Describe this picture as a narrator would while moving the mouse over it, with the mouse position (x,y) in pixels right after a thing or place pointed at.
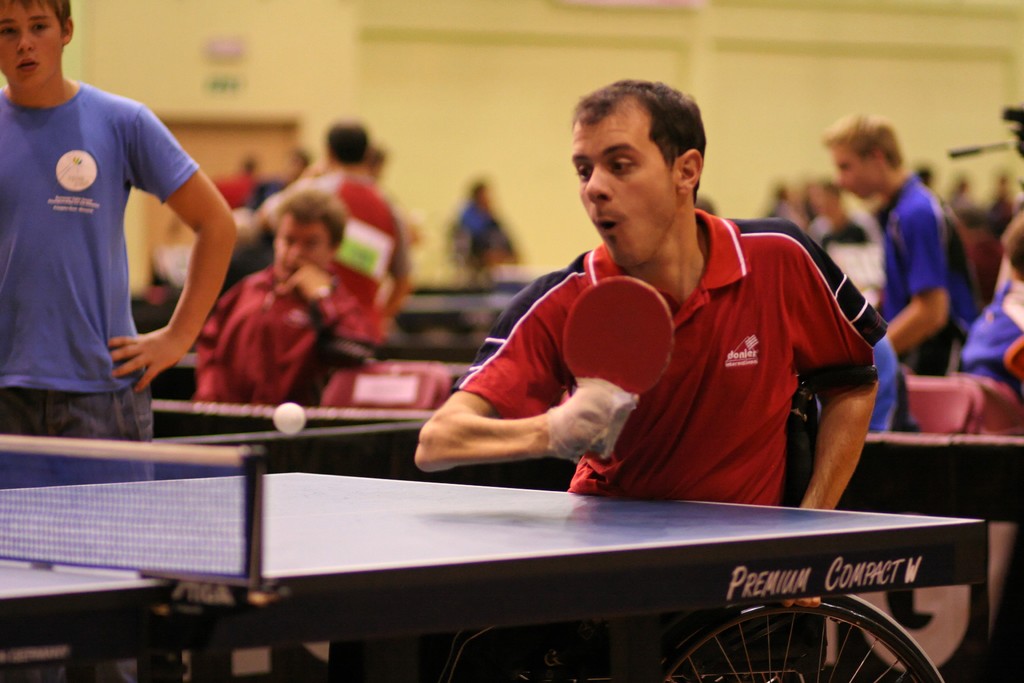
In this Picture we can see that a group of person (921,319) are in the indoor stadium (942,478) and playing table tennis. A man (703,383) sitting on the wheel chair (708,625) and playing table tennis and a boy (64,262) wearing a blue t -shirt (109,268), standing and seeing this game. Behind him there is another person (309,322) sitting on the bench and watching this game.
